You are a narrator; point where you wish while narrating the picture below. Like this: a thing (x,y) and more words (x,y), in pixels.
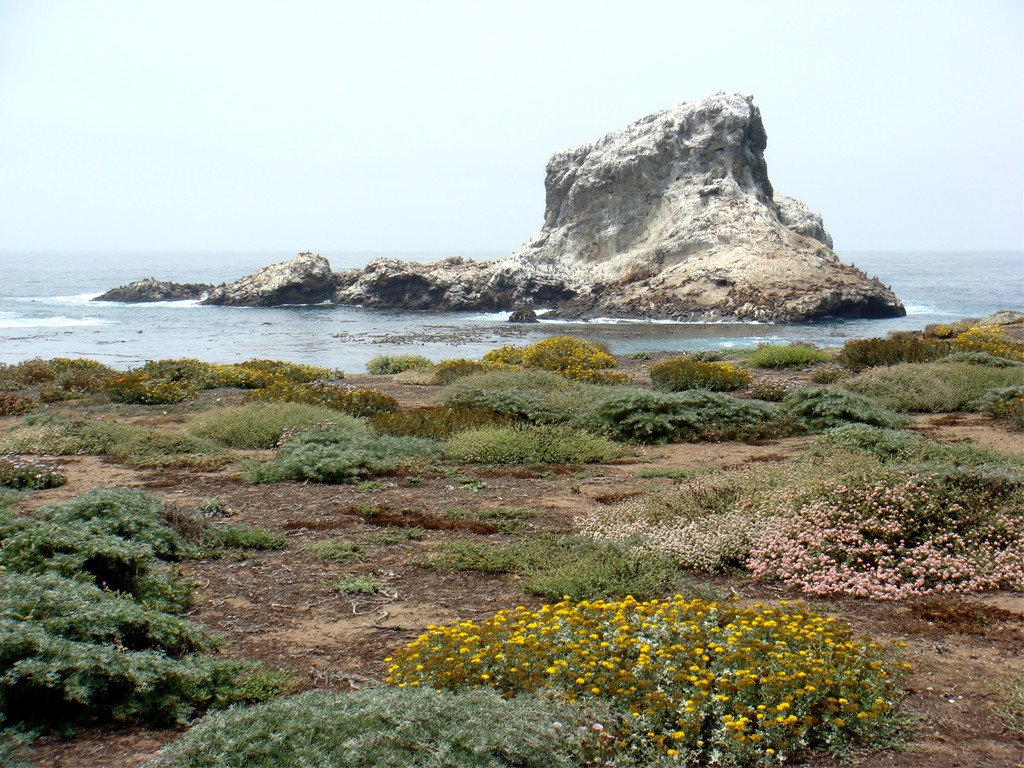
In this picture i can see the stone mountain (650,118) and ocean (2,257). At the bottom (45,673) i can see the flowers (974,542), plants (995,535) and grass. At the top (727,58) there is a sky (347,72).
